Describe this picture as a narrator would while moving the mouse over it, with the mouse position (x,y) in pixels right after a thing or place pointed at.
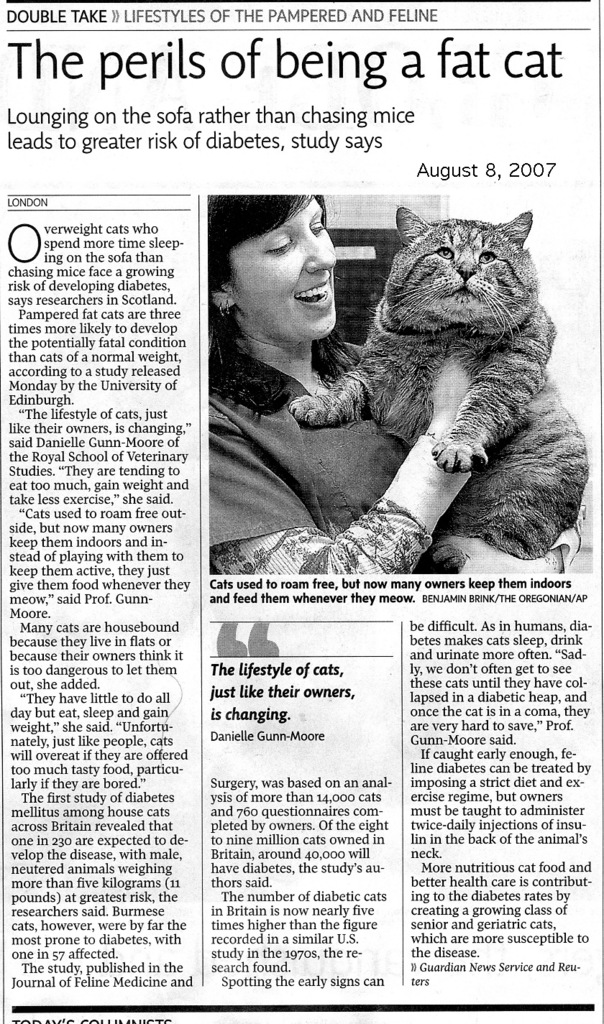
In this picture we can see the article (68,50) in a newspaper (81,399) with some text (131,563) on it. On the right side (420,278), we can see a picture (323,554) of a woman (212,295) holding a cat (464,291) in her arms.
